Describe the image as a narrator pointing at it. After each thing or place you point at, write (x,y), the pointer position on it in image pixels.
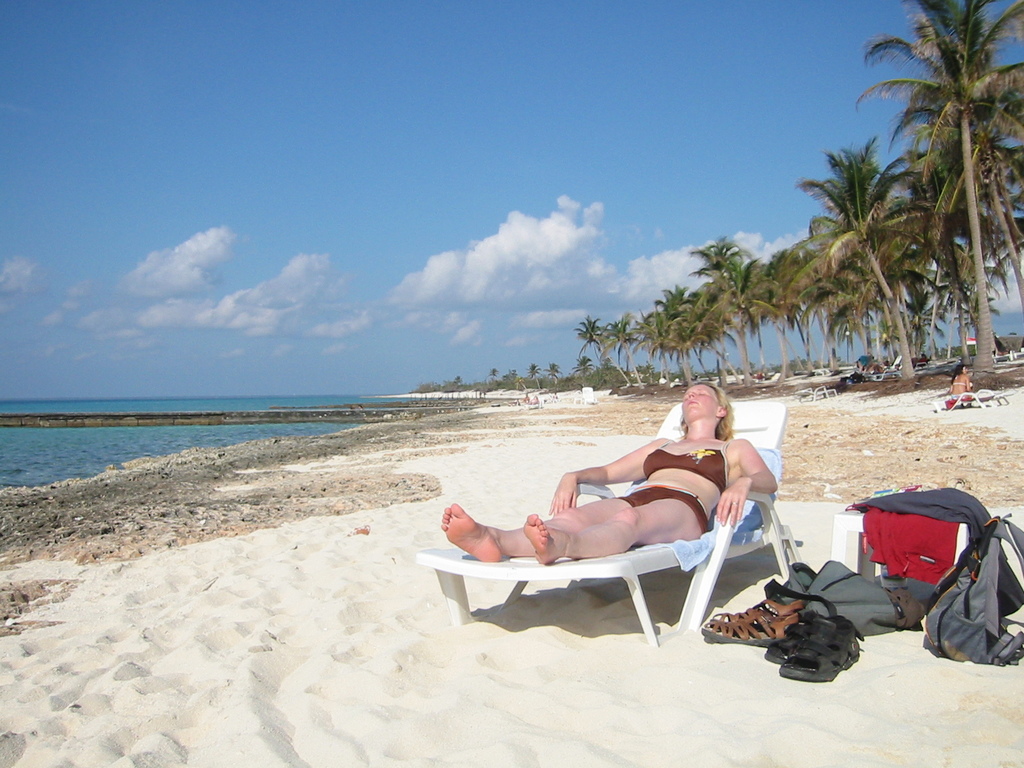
In front of the image there is a person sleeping on the chair (774,427). Beside her there is a stool (842,553). On top of it there are clothes (953,523). There are bags (1001,526) and sandals (812,656). Behind her there is a person (957,388) sitting on the chair (996,391). At the bottom of the image (262,631) there is a sand (269,682) on the surface (261,674). On the left side of the image (264,427) there is water (131,446). In the background of the image (913,225) there are trees (858,184), chairs (897,371). At the top of the image (766,200) there are clouds (193,278) in the sky (408,211).
